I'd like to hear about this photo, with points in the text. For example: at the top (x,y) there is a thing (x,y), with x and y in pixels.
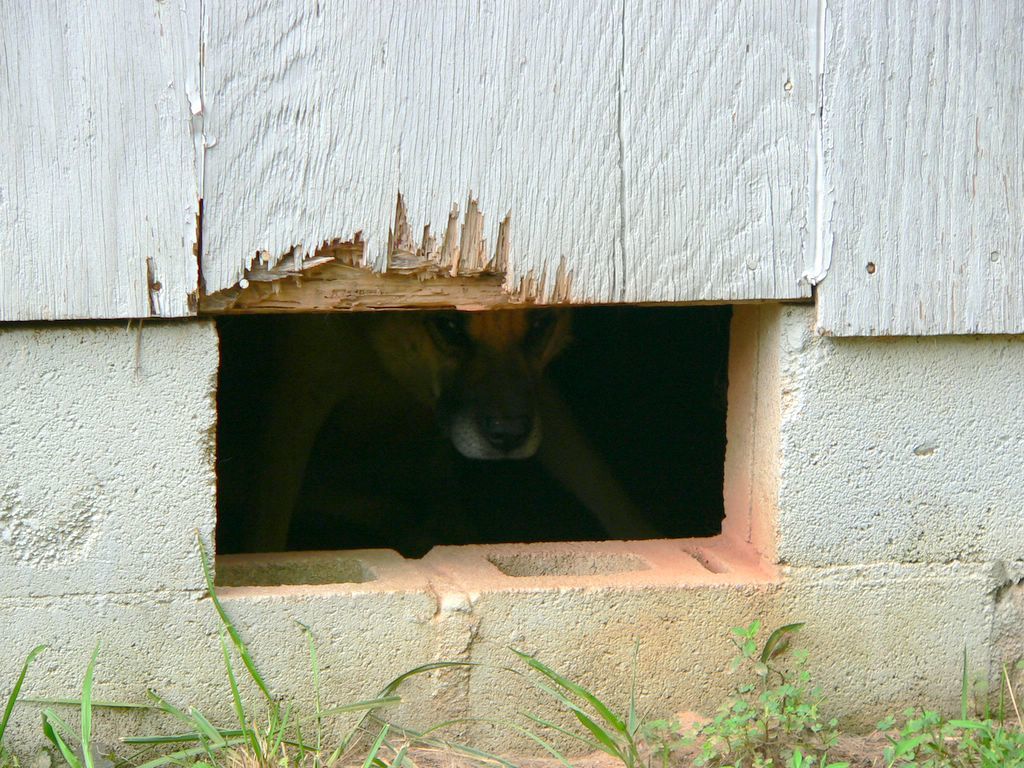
In this picture, we see the dog (495,383) is peeping through the opening (508,491). At the bottom (150,543), we see the grass (809,720) and the cement blocks (350,617). At the top (523,115), we see the wooden wall (574,137) which is white in color.
